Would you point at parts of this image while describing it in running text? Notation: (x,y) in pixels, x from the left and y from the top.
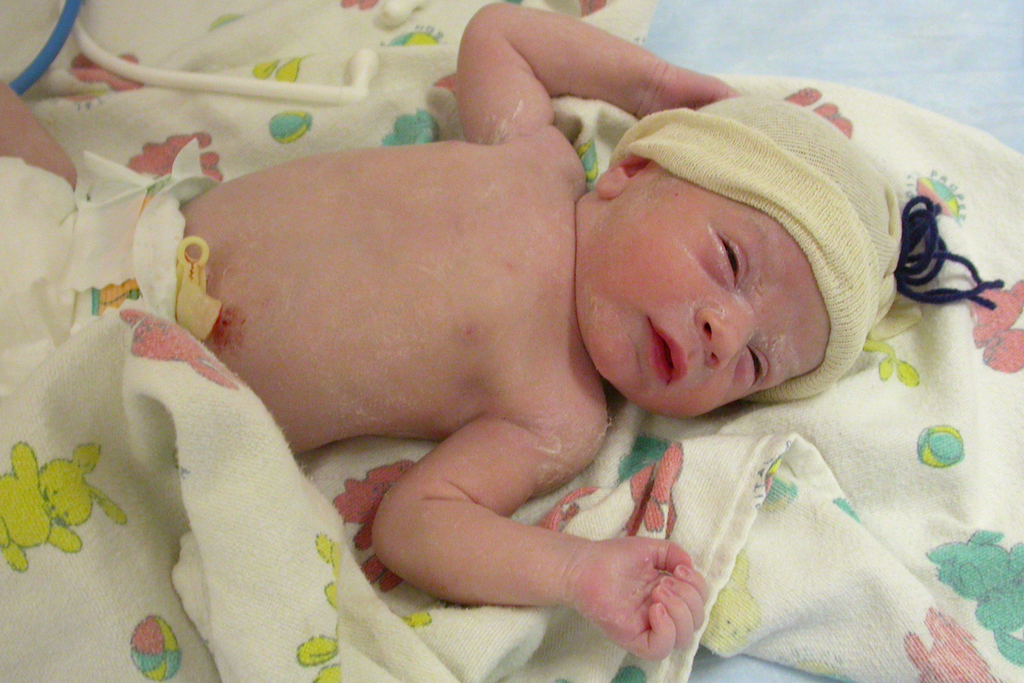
In this picture we can see a newborn infant baby (473,130) wearing a cap (847,203). We can see a blanket (227,441) and pipes (68,30).
